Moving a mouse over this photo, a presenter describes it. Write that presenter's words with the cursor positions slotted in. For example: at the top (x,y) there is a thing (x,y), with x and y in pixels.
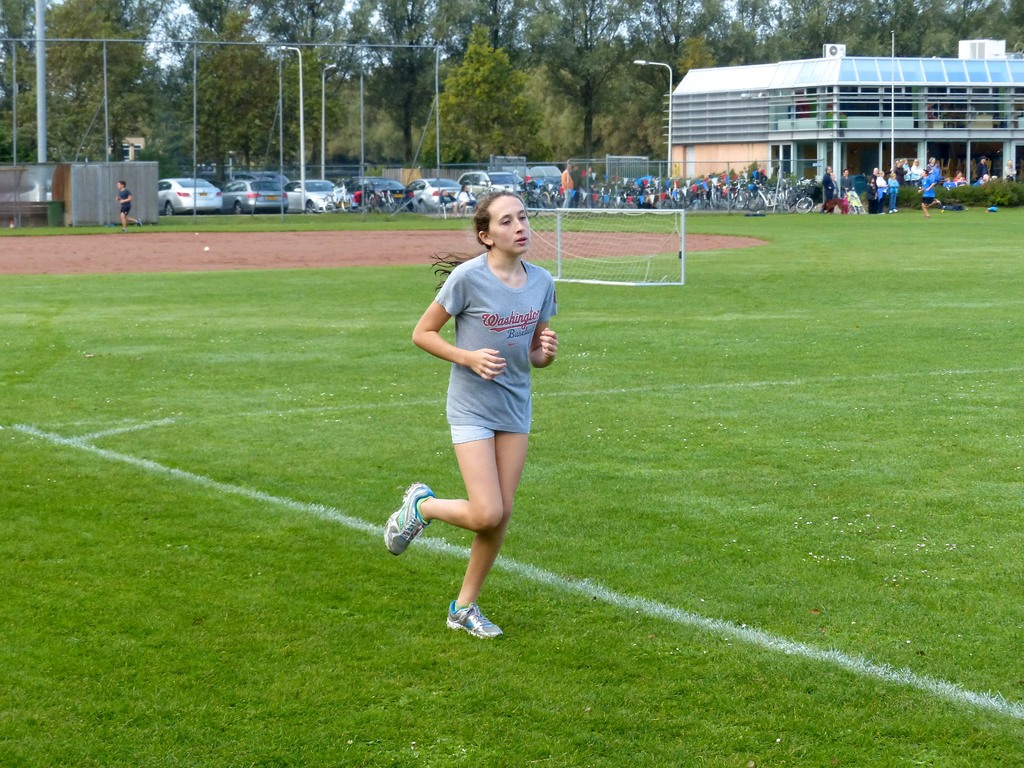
In the foreground of this image (514,329), there is a woman (479,447) running on the grass (396,654). In the background (612,227), there is a goal net (637,259), few vehicles (208,191), fencing (293,191), people (889,188) standing and running on the grass (961,221), few poles (194,198), trees (289,129) and a building (861,124).
